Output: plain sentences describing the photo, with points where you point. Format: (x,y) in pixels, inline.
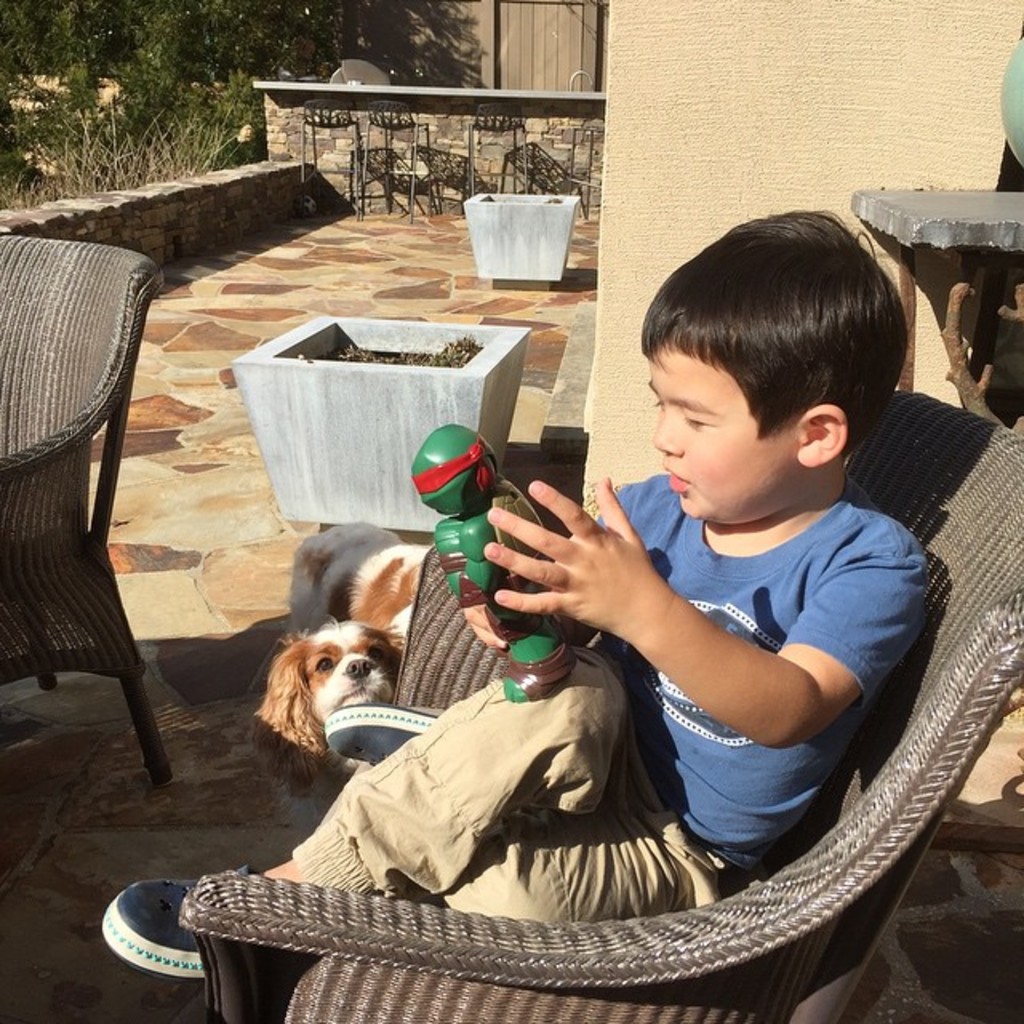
In the image we can see there is a boy (746,725) who is sitting on chair (423,603) and there is a dog (318,628) which is on the floor (247,720) and the boy (601,725) is holding a toy (510,488) in his hand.
